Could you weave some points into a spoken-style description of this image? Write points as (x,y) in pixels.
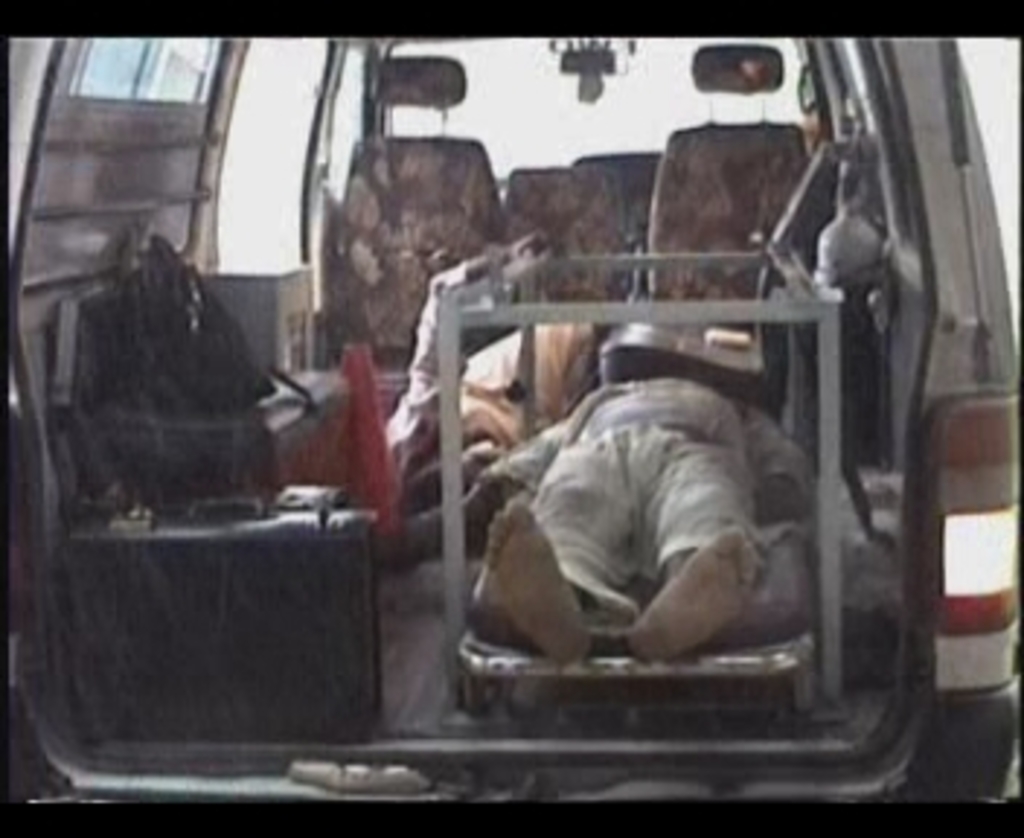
This is a vehicle (364,287). In this a person (627,474) is lying on a stretcher (698,676). On the left side (142,385) there is a bag (211,386) on the seat (218,423). Also there is a suitcase (183,555). On the right side (963,474) there is a light (973,512) for the vehicle (973,512). In the back (580,159) there are seats (580,197) for the vehicle (638,134).
